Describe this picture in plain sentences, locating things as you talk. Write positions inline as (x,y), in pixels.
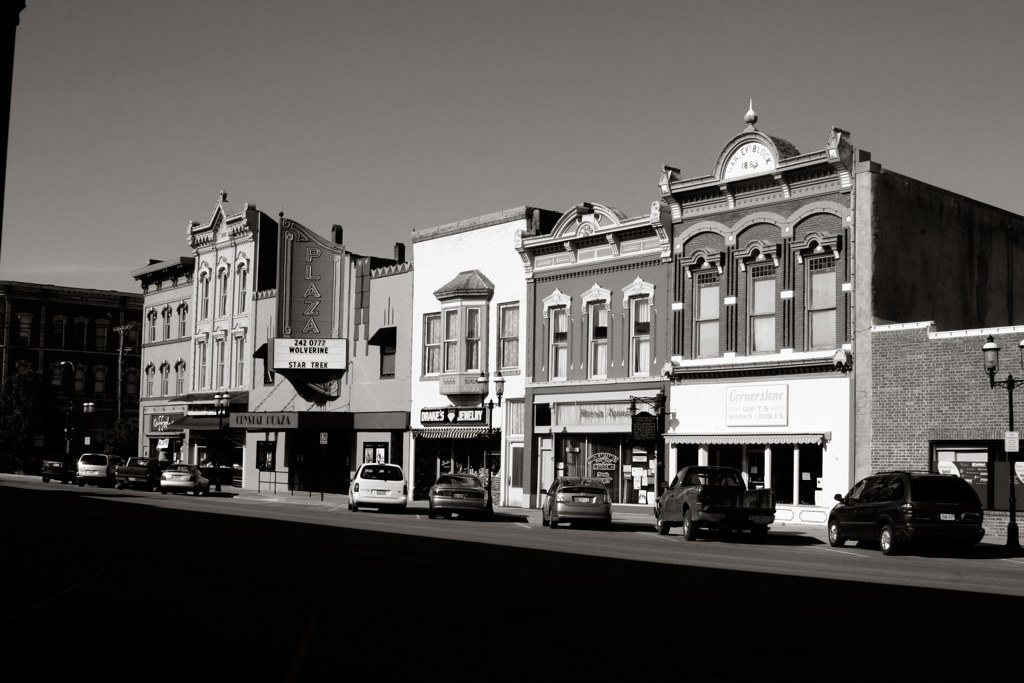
This is a black and white picture. In the foreground (270,523) it is road (119,496). In the center of the picture (383,451) there are cars (773,512), footpath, buildings (385,410), boards (276,356), street light (223,410) and other object (16,385). In the background (283,92) it is sky (571,78).
